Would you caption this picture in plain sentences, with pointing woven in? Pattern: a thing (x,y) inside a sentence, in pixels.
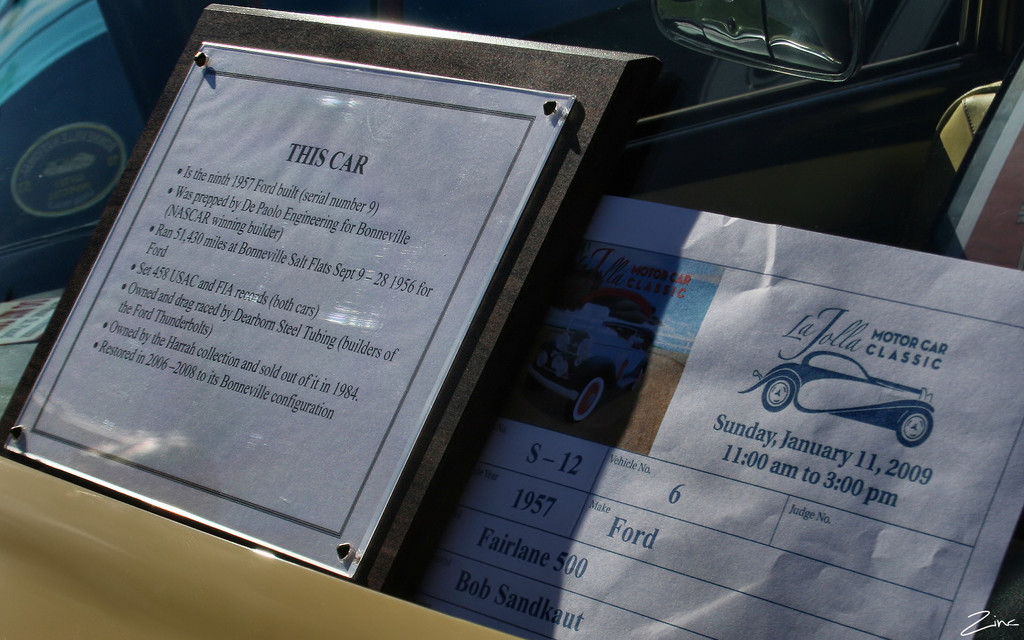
In this image I can see a board (450,383), paper (511,526) and a window (948,26). This image is taken may be in a car (933,102).
